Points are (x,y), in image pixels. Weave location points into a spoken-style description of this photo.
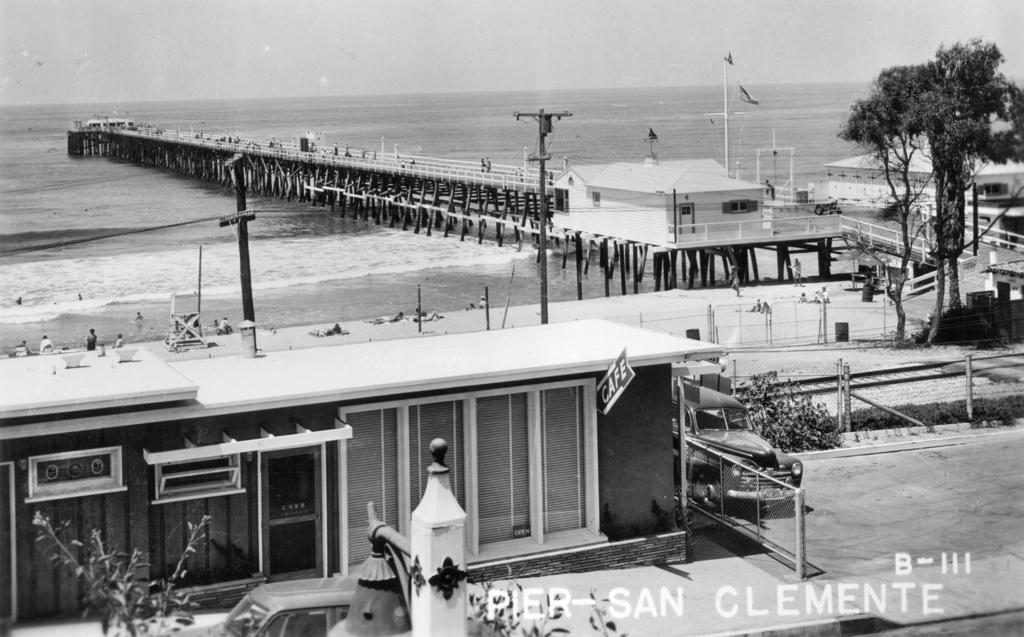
In this picture I can see there is a building (569,456) here and there is a ocean (37,334) here, some people (433,315) are lying on the sand (344,333) and there is a tree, a bridge (556,224) here.
